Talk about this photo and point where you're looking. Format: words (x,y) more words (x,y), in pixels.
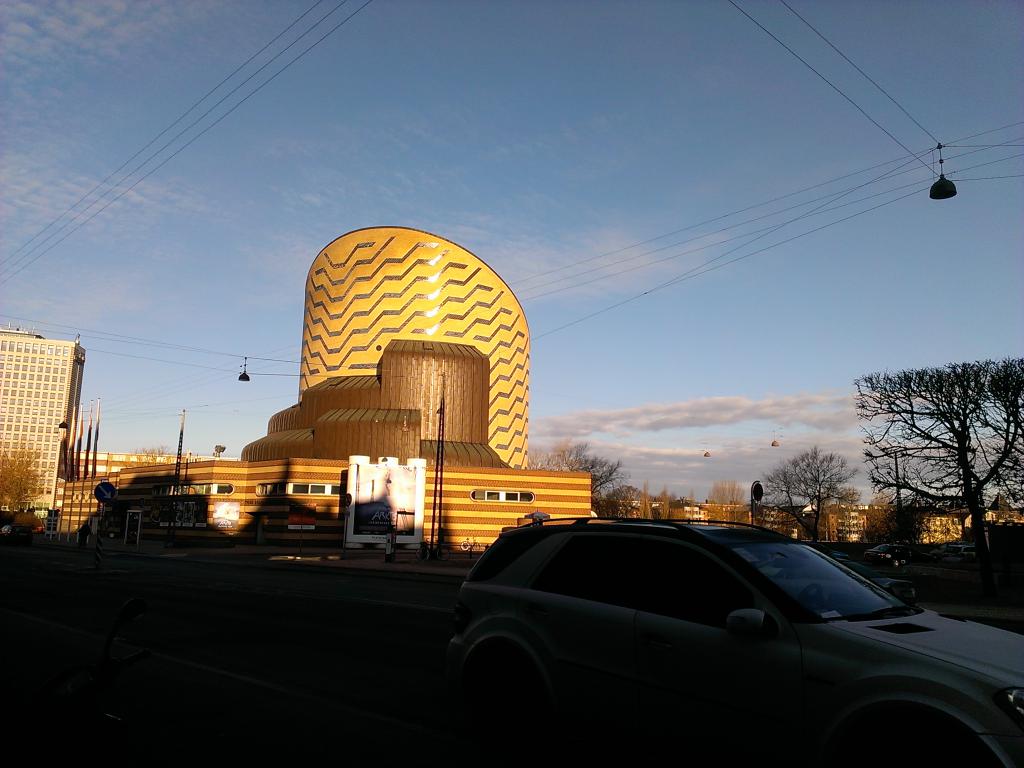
In the image we can see there are lot of buildings (401,407) and trees (976,507) and there is a car (604,683) parked on the road (375,684).
